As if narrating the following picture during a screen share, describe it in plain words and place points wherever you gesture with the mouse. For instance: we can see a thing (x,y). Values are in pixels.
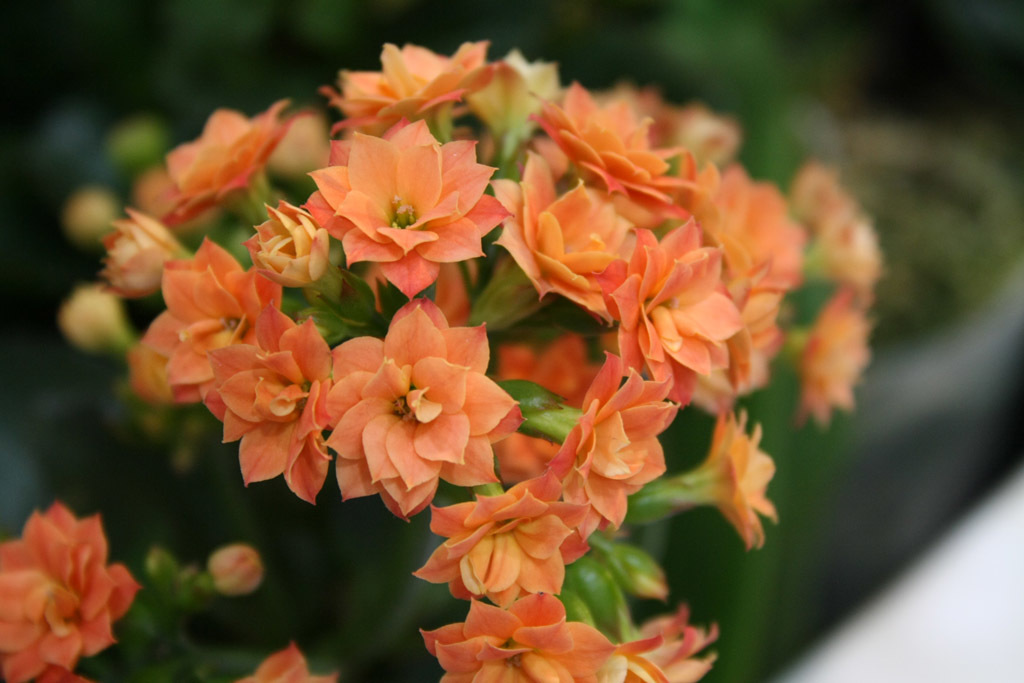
In the foreground of the picture (473,482) there are orange flowers (387,207) and buds (619,575). The background (200,600) is blurred. In the background (56,125) there are plants (159,517).
